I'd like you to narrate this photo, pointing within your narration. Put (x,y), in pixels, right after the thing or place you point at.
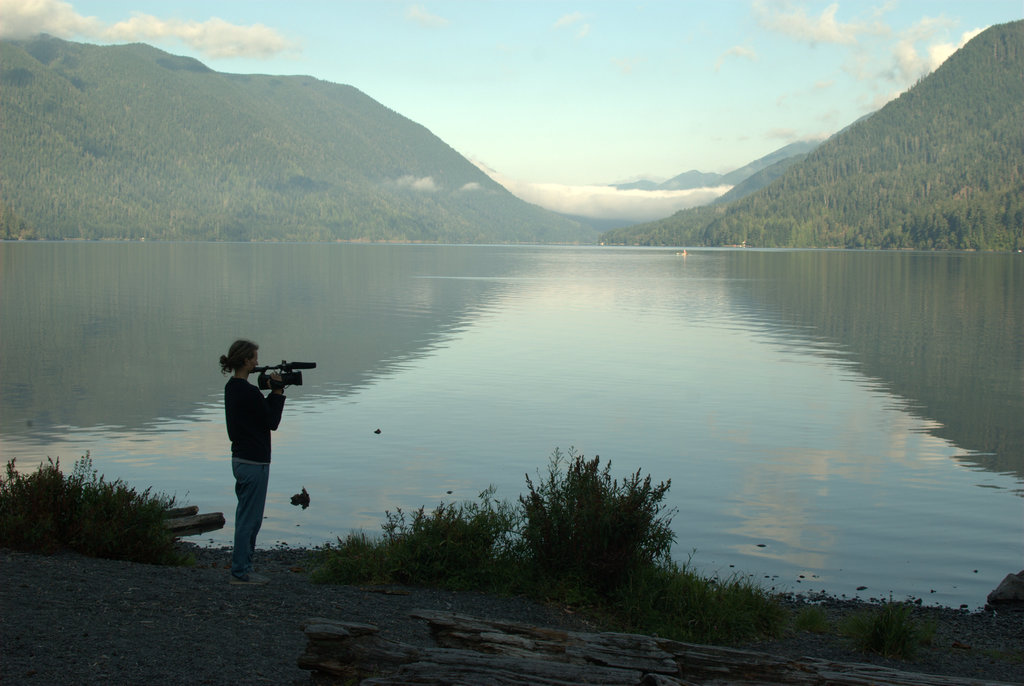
In this image we can see a person (231,414) standing on the ground (295,593) and holding a camera (286,379) and there are few trees (907,220), water (713,250), mountains (840,168) and the sky (535,154) with clouds (646,195) in the background (620,126).
